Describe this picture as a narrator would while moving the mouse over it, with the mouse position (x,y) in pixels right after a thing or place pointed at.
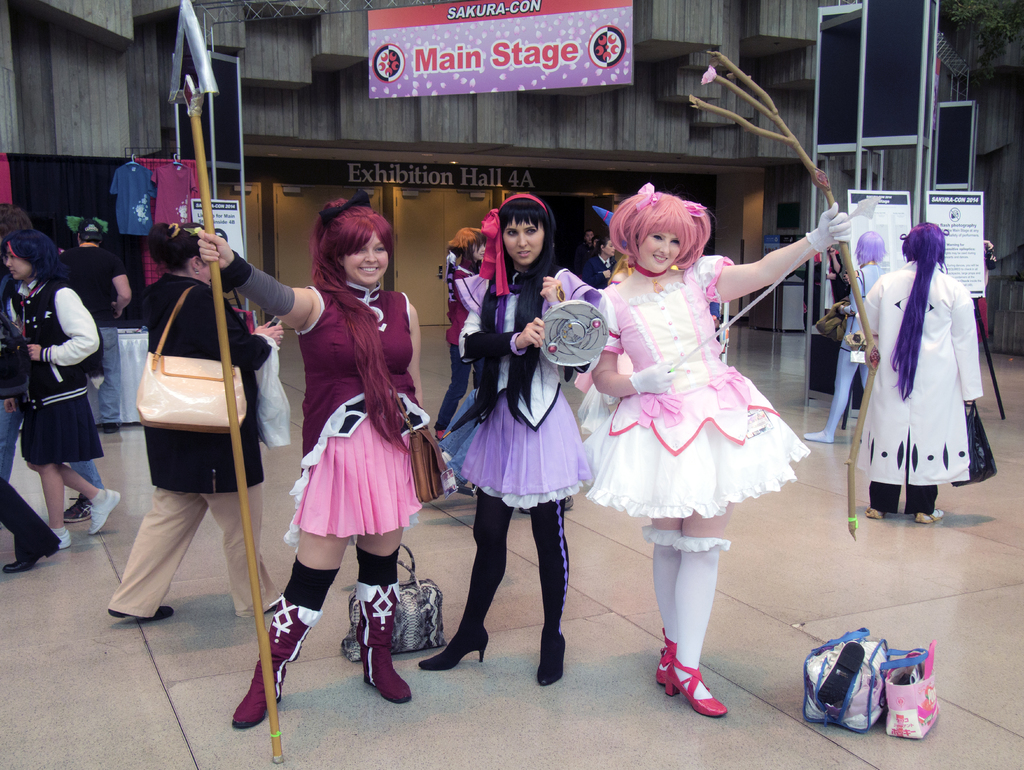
In this image, there are a few people (458,256). Among them, some people (539,378) are holding objects (767,116). We can see the wall (998,109) and also some boards (494,62) with text (446,61). We can also see the ground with some objects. We can see some clothes (181,193) and poles (856,152) with objects (870,120). We can also see some leaves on the top right corner (979,63).
